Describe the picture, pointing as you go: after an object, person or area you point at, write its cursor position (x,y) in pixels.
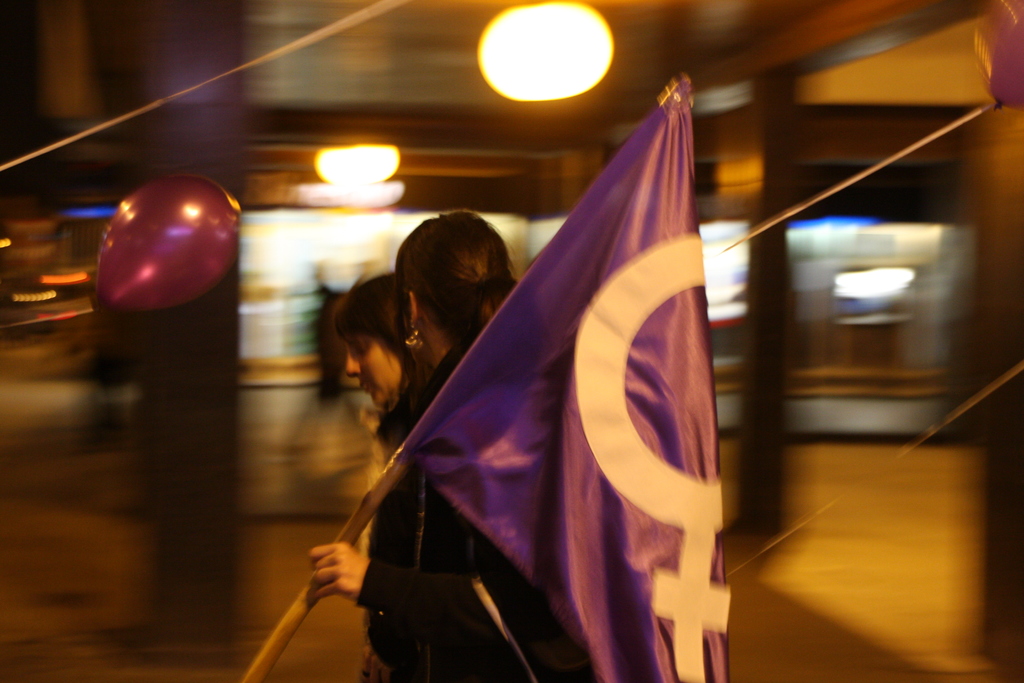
In the image in the center (444,291), we can see two people (411,531) standing. And we can see one person (388,504) holding flag (501,434). In the background (435,117) there is a building (349,111), balloon (185,178) and lights (372,153).
